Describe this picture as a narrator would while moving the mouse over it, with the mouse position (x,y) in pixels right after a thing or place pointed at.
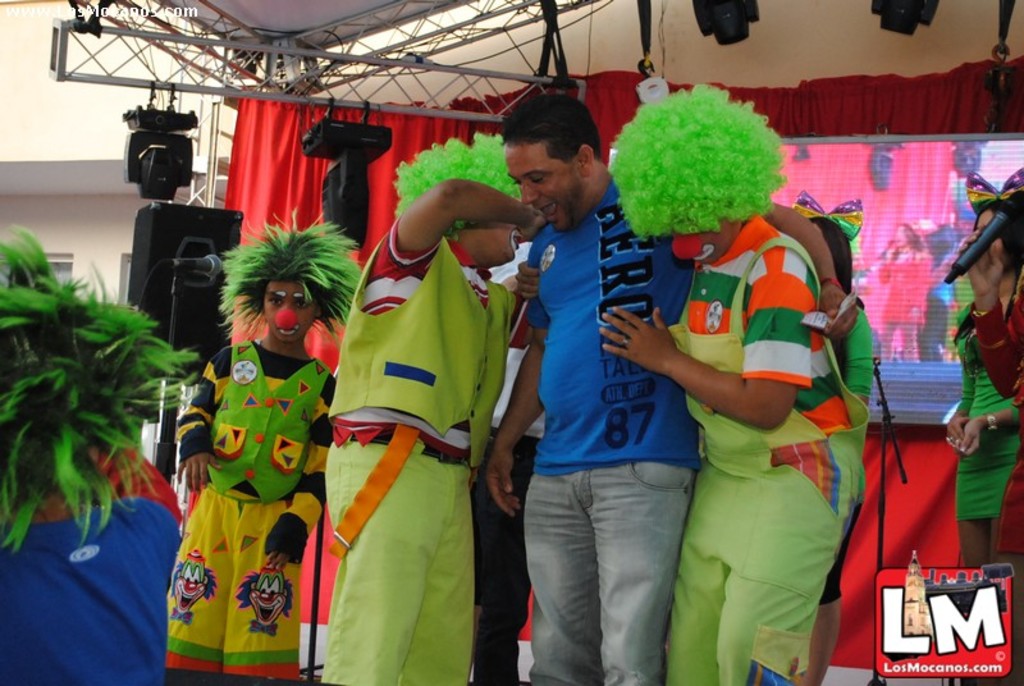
A man (600,498) is standing, he wore a blue color t-shirt (591,353). Beside him 2 other persons (650,350) are standing, they wore green color hair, dresses (789,238). Behind them there is a stage (797,105).
